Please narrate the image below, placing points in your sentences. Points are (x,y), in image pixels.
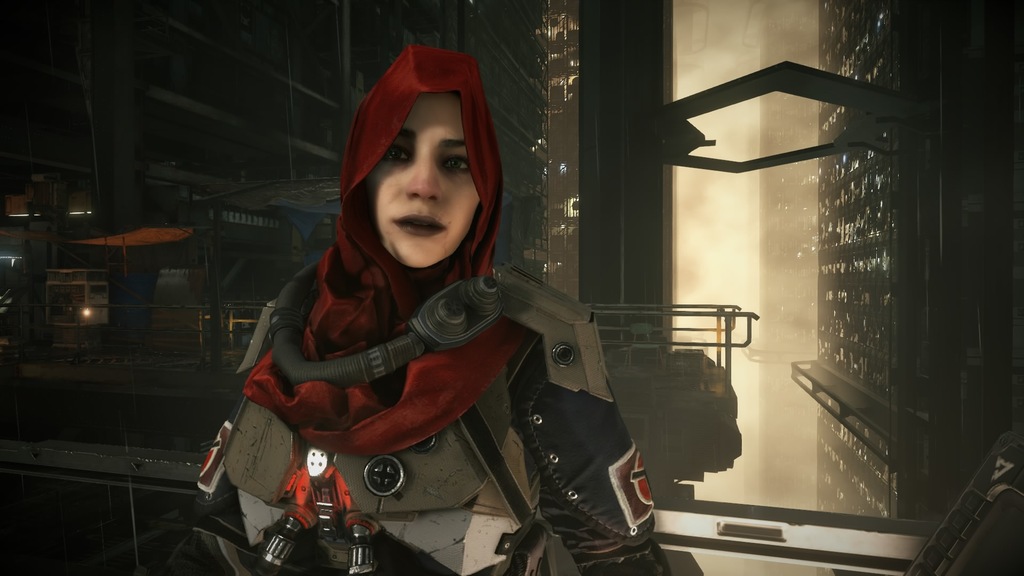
In this image we can see a woman (489,401). In the background (165,270) we can see buildings (267,37), lights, railings (154,332), tents (328,198), and other objects (1022,481).
